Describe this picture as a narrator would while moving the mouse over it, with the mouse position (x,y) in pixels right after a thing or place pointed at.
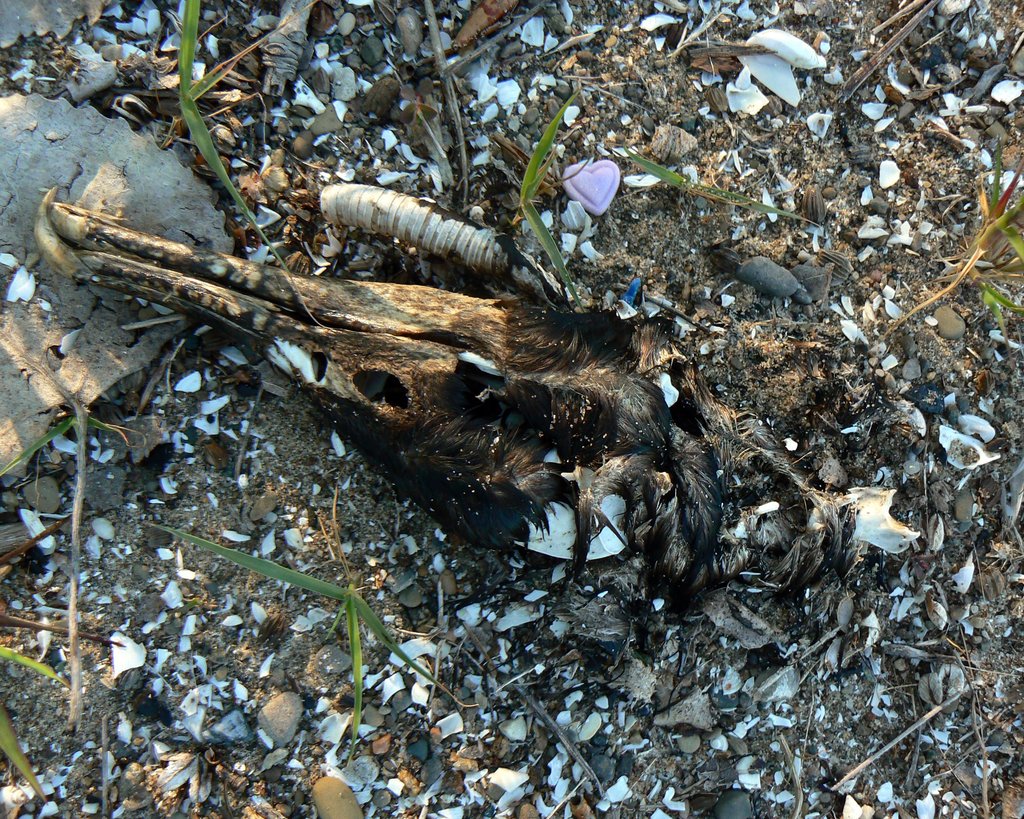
In this picture we can see the skull of an animal (502,399) on the path (270,437).
